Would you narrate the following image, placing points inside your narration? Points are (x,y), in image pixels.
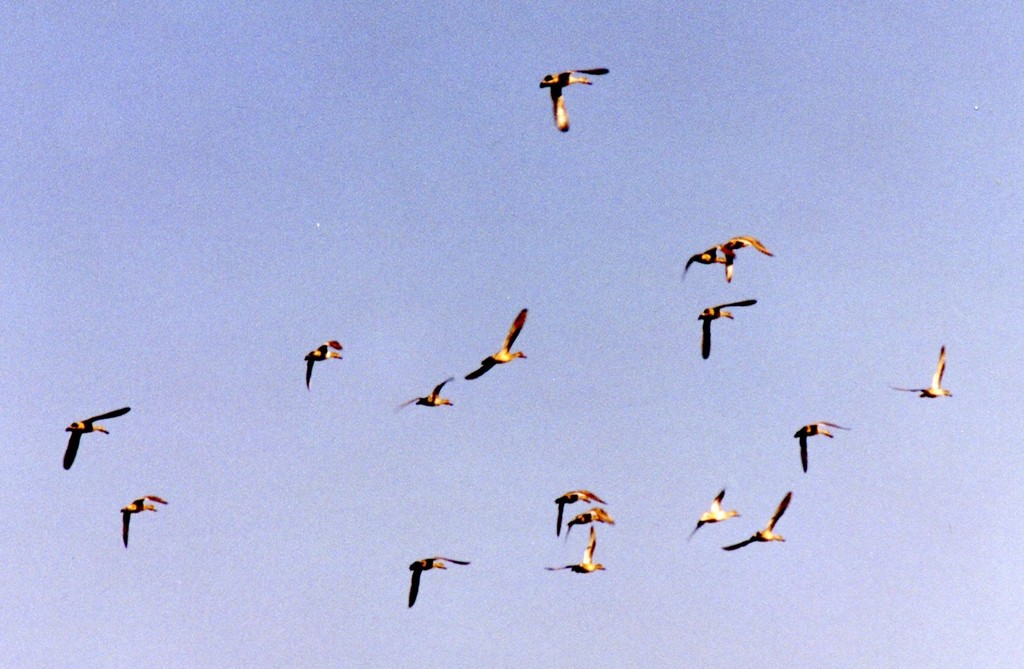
In this picture, we see many birds (581,519) are flying in the sky (473,314). These birds (562,514) are in black, brown and yellow color. In the background (606,266), we see the sky (385,423), which is blue in color.
